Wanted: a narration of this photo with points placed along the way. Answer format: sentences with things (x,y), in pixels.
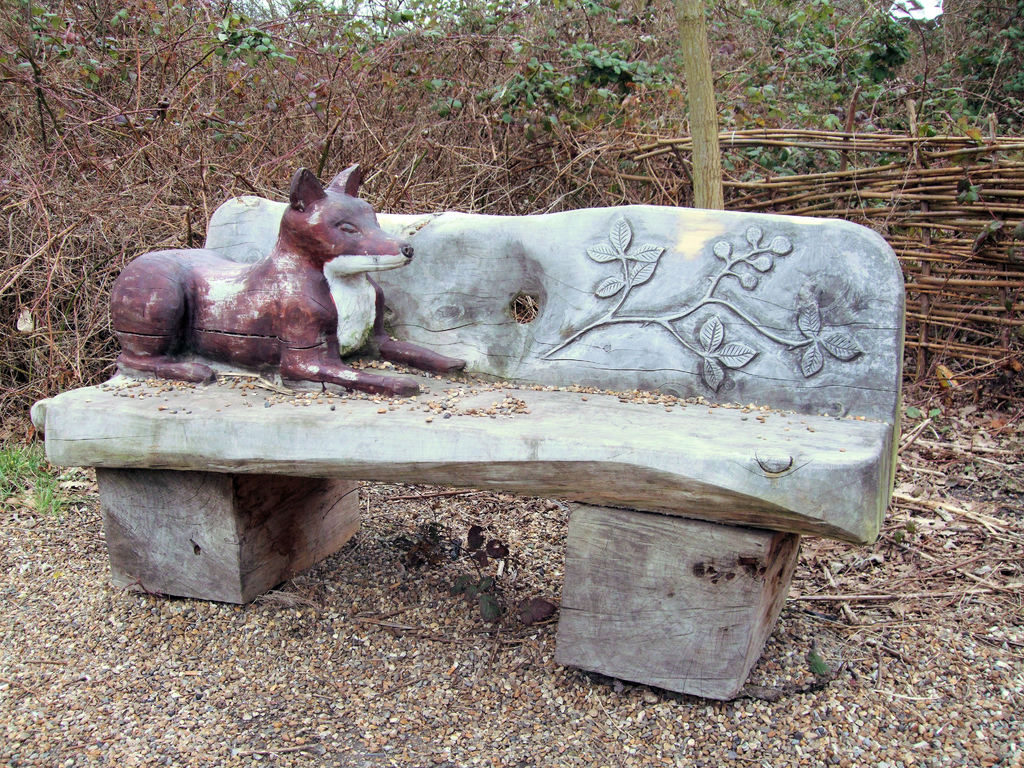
In this image there is one sculpture (333,337) of an animal (347,285) on the bench (398,275) which is in middle of this image (353,324) and there are some trees (612,142) in the background (428,100).
